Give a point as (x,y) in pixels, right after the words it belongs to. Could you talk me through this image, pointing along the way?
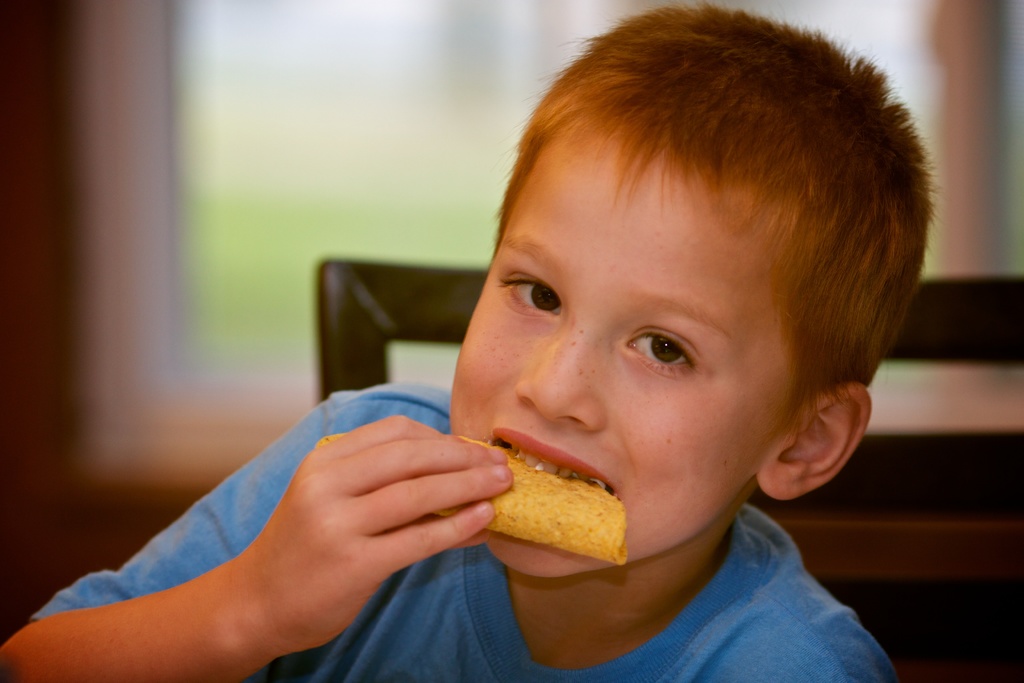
This image is taken indoors. In the background (181,250) there is a window (314,148). In the middle of the image (494,342) a boy (402,500) is sitting on the chair (1006,587) and he is having a taco (554,515).
